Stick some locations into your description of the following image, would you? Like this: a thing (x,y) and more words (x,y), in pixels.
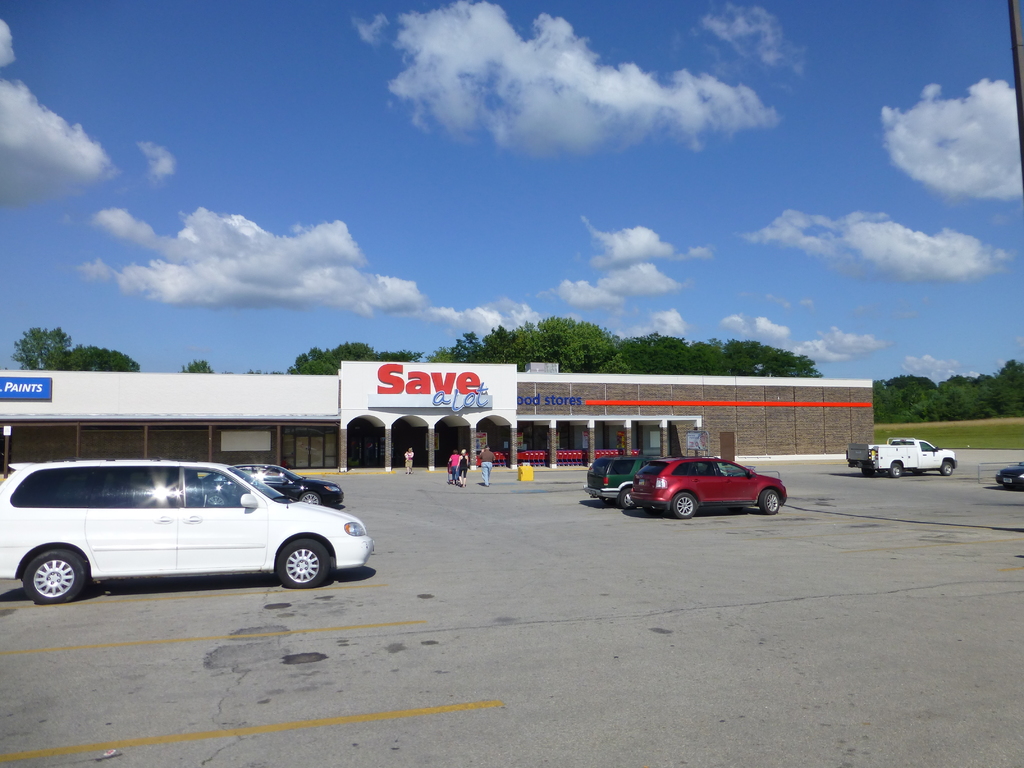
In this image, we can see there are vehicles (261,475) in different colors and persons (408,456) on a road (963,462), on which there are yellow color lines (89,602). In the background (609,449), there is a building (236,386) which is having hoardings (395,392), there are trees (922,397) and grass (927,436) on the ground (941,436) and there are clouds (582,51) in the blue sky (298,41).
